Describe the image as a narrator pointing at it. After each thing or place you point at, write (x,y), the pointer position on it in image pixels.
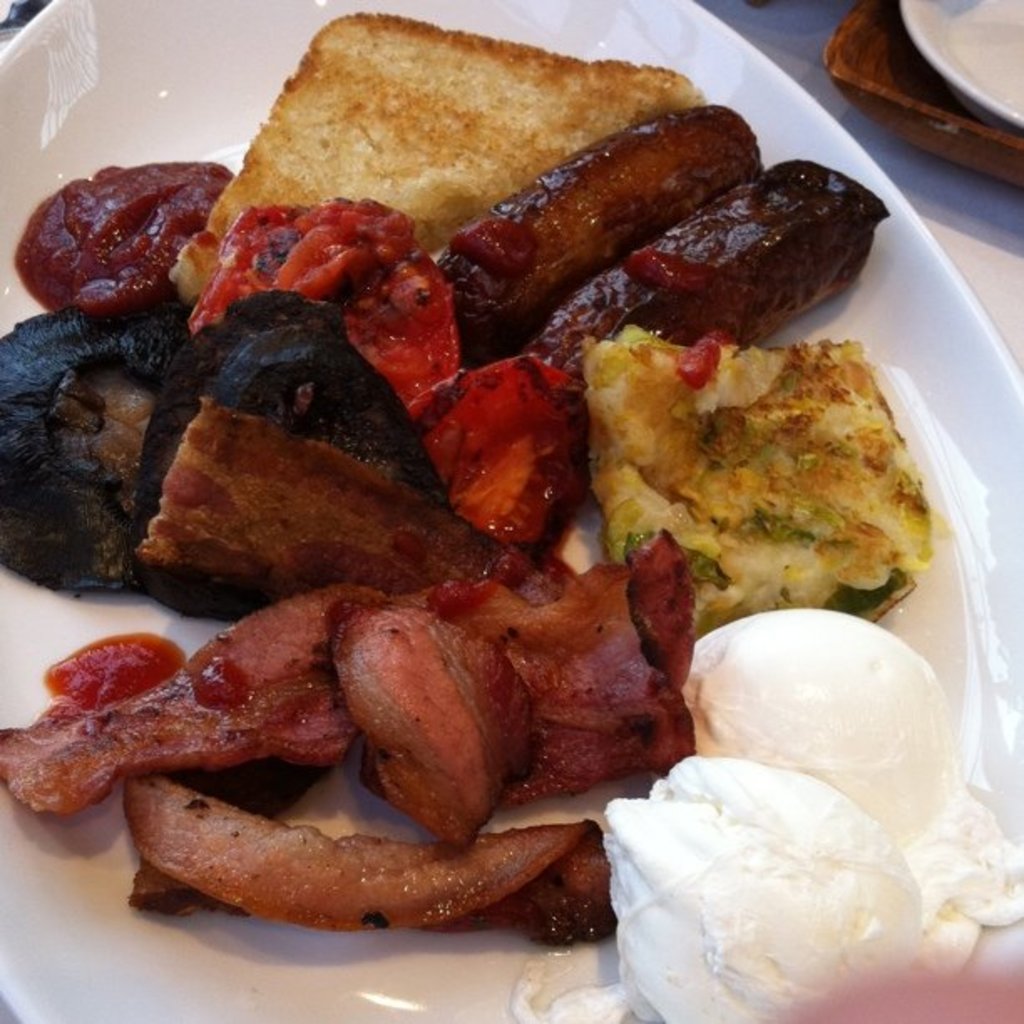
In the middle of this image (352,666), there is poached eggs (797,777), meat fry (563,230) and other food items (709,214) arranged on the white color plate (652,22). In the background (980,76), there is another white color plate (956,6) on a tray (922,119). And the background (1001,278) is white in color.
